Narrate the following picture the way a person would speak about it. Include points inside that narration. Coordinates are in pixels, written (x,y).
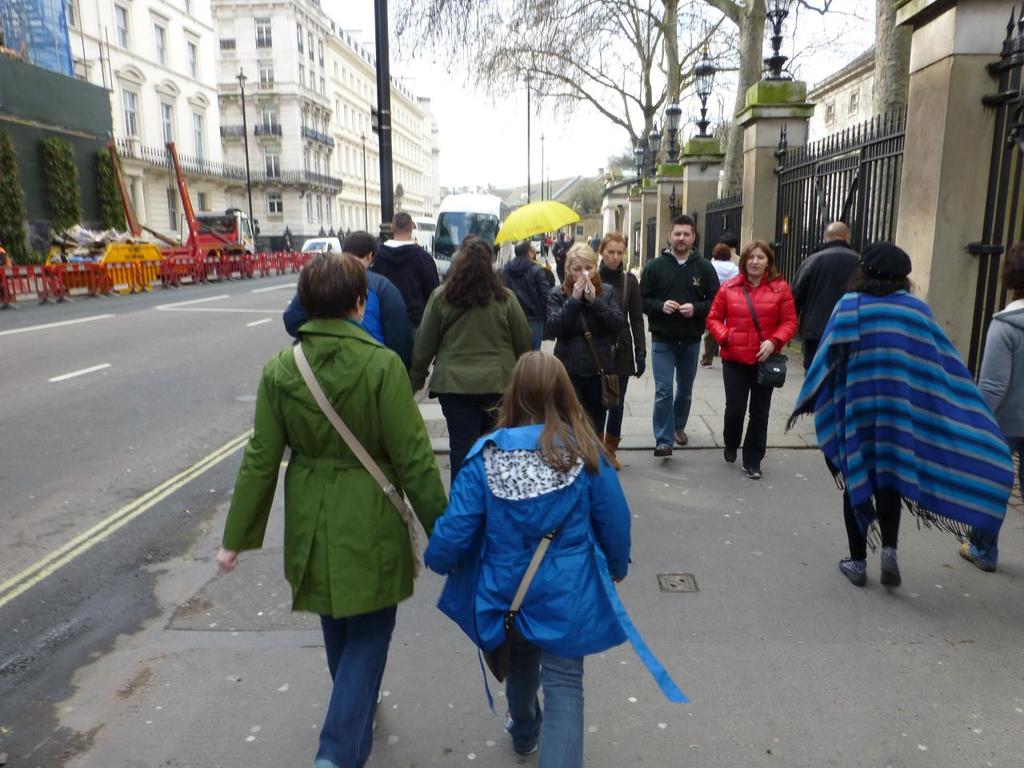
In this picture I see the road (71,312) in front (387,442) on which there are number of people (892,301) and I see the fencing (729,233) on the right (778,228) and in the background (168,9) I see the buildings (811,120), trees (634,8) and the sky (488,100) and in the middle of this picture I see few vehicles (210,244) and I see a pole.
